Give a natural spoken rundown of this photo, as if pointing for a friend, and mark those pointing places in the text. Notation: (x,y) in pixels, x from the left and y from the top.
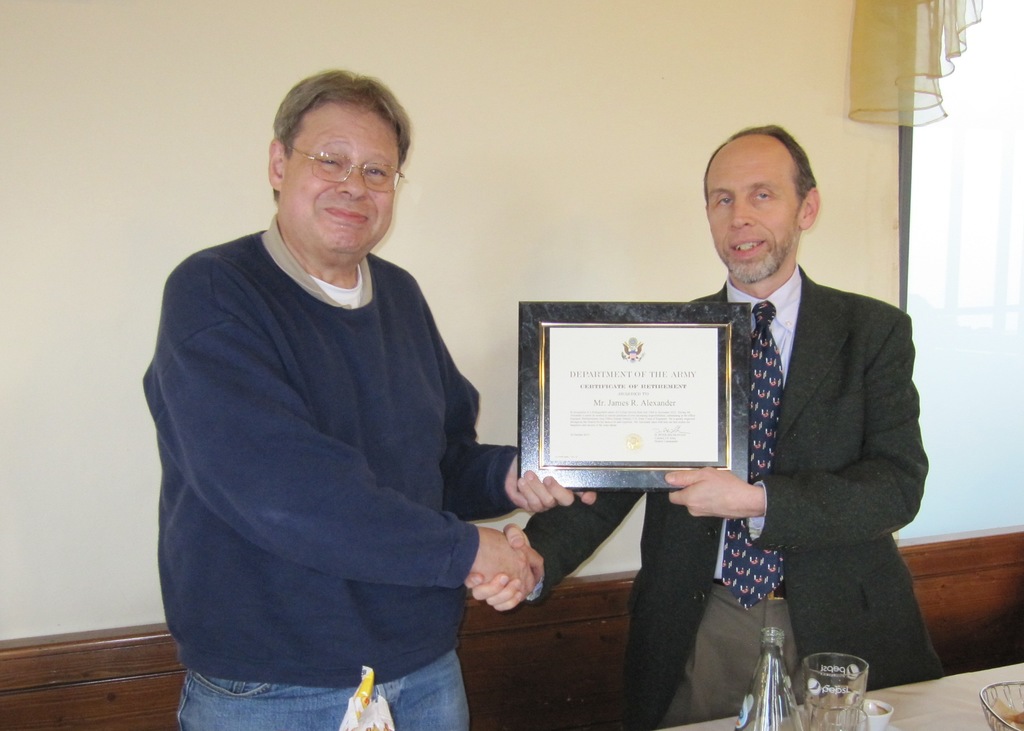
In this image we can see two men (447,366) standing holding a memento (590,306). We can also see a table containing a bottle (773,692), cover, a cup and a glass (854,711) on it. On the backside (635,295) we can see a window (928,398), wall (842,278) and a curtain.
